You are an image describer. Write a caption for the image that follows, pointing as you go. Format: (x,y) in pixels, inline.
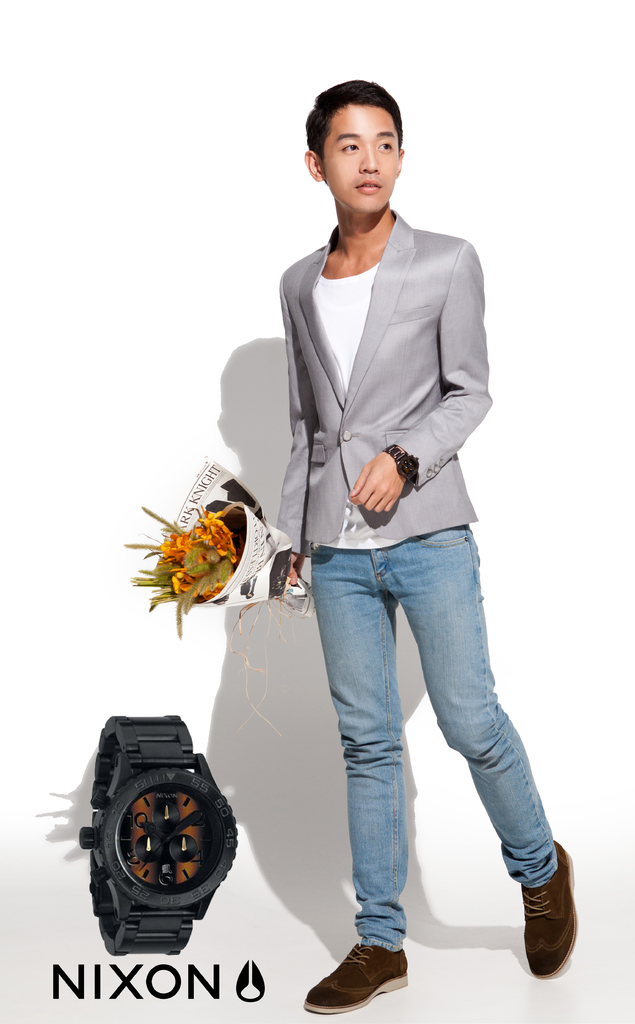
In the middle of the image (309,489) there is a man (340,609) standing and holding a bouquet (247,537) in his hand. In this image the background (265,15) is white in color. On the left side of the image (132,803) there is a wrist watch (151,842) and there is a text (136,992).
